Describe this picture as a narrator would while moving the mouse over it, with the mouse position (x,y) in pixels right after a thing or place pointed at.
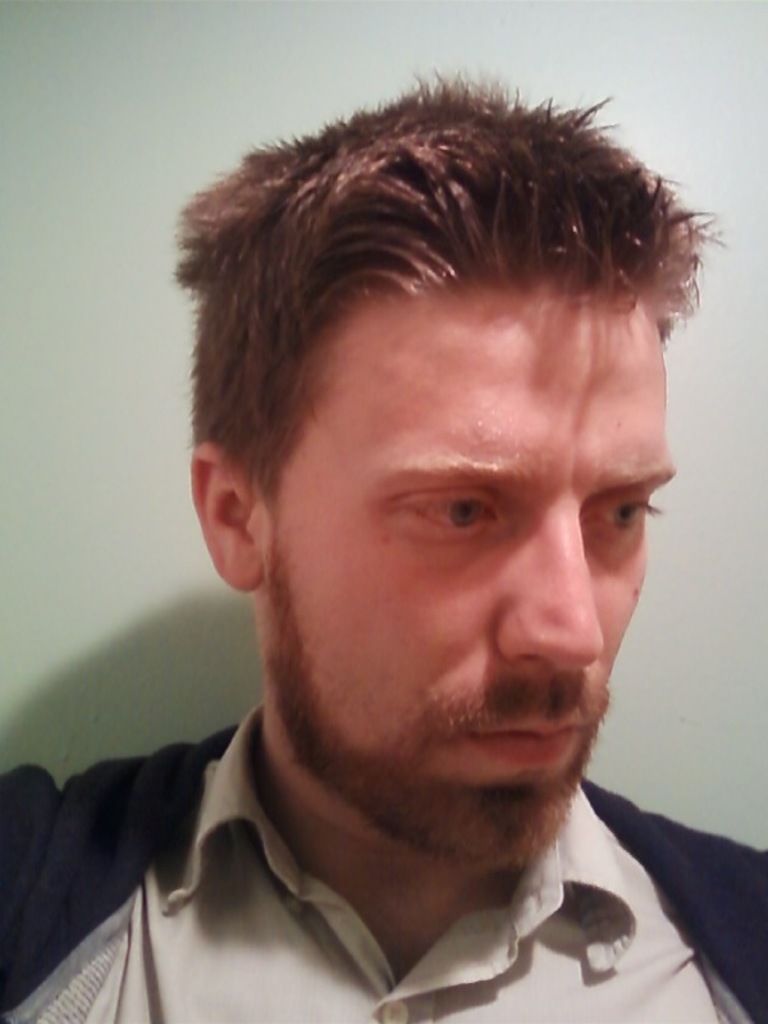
In this image we can see a man (626,900) wearing navy and cream dress (680,891) and a wall (227,153) behind the man (644,306).
